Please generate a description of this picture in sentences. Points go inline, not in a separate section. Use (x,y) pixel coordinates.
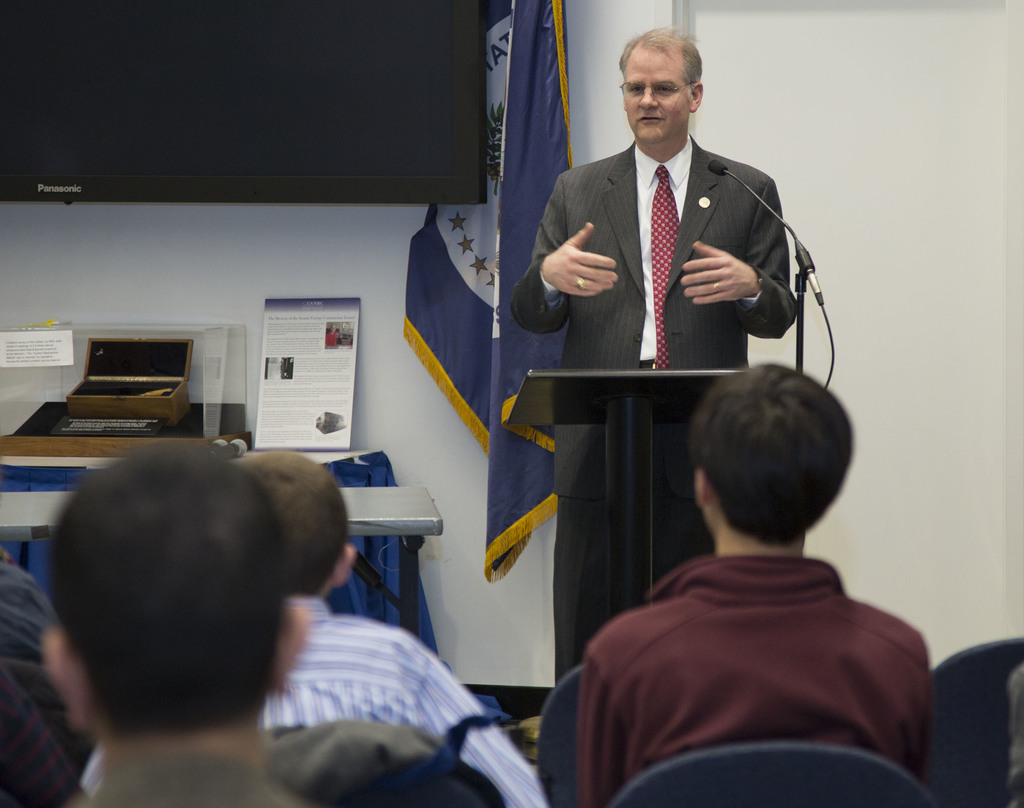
A man (591,254) is standing near the microphone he wore a coat (728,321), tie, shirt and in the down side few people (601,700) are sitting on the chairs (557,709).
